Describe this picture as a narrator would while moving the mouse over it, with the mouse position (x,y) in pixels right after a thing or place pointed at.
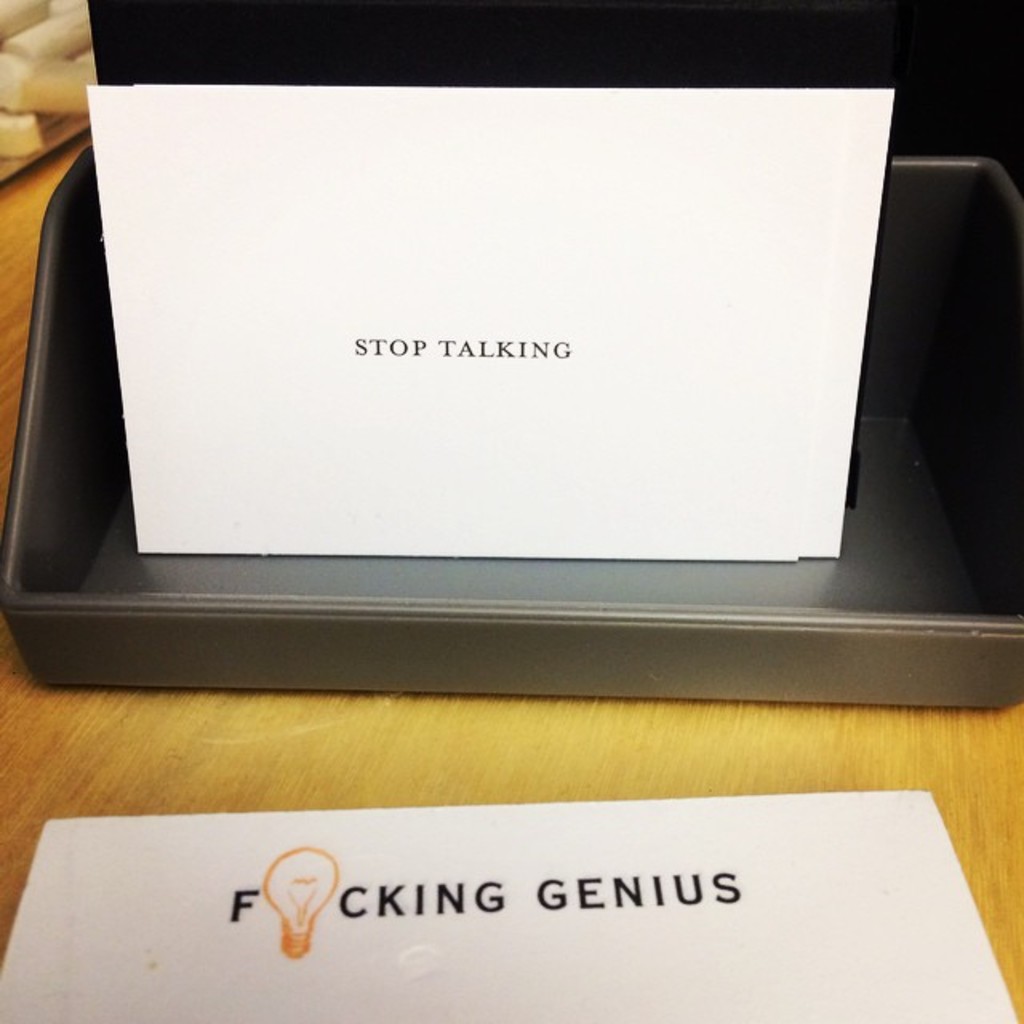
This seems like a printer box (832,589) and there is a paper (494,442) is on that, there is a text (391,354) "Stop talking" is written on the paper (671,345) and there is an another paper (577,914) placed on the table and there is a text (336,905) " Fucking genius" is written.
